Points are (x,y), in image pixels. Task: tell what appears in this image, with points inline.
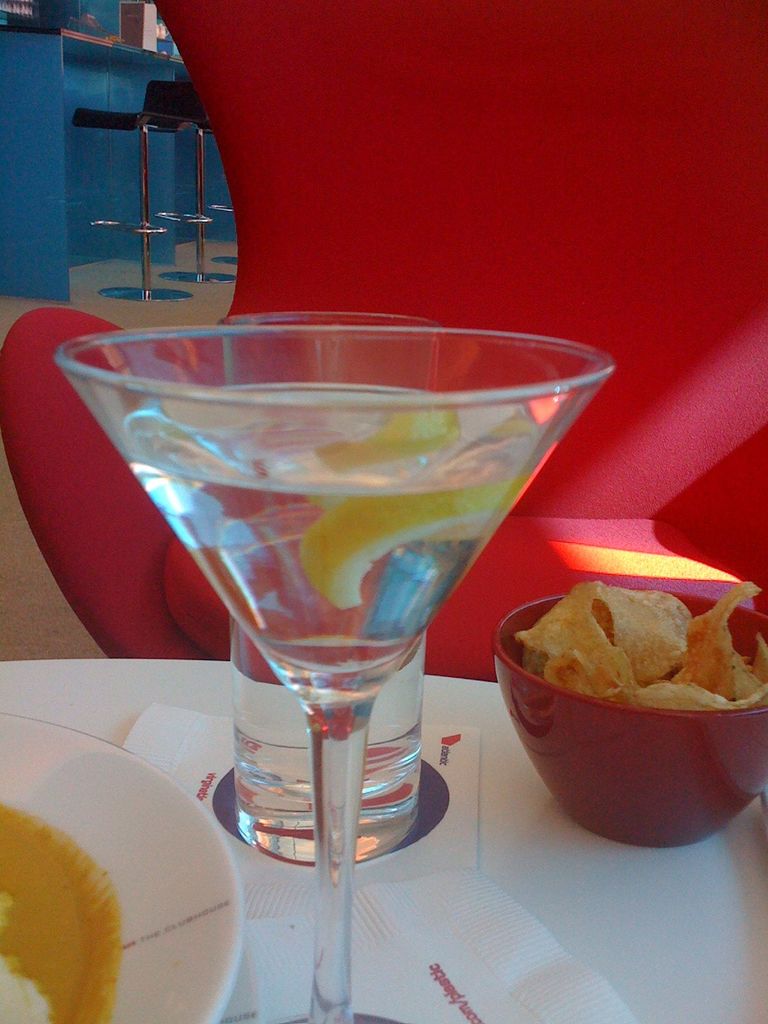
In the image, there is some drink (347,610) in a glass (332,788) and beside the glass (328,923) there are chips (620,679) kept in a bowl (635,714) and all these are kept on the table (520,886) and served and in front of the table (512,805) there is a red chair (649,489).
